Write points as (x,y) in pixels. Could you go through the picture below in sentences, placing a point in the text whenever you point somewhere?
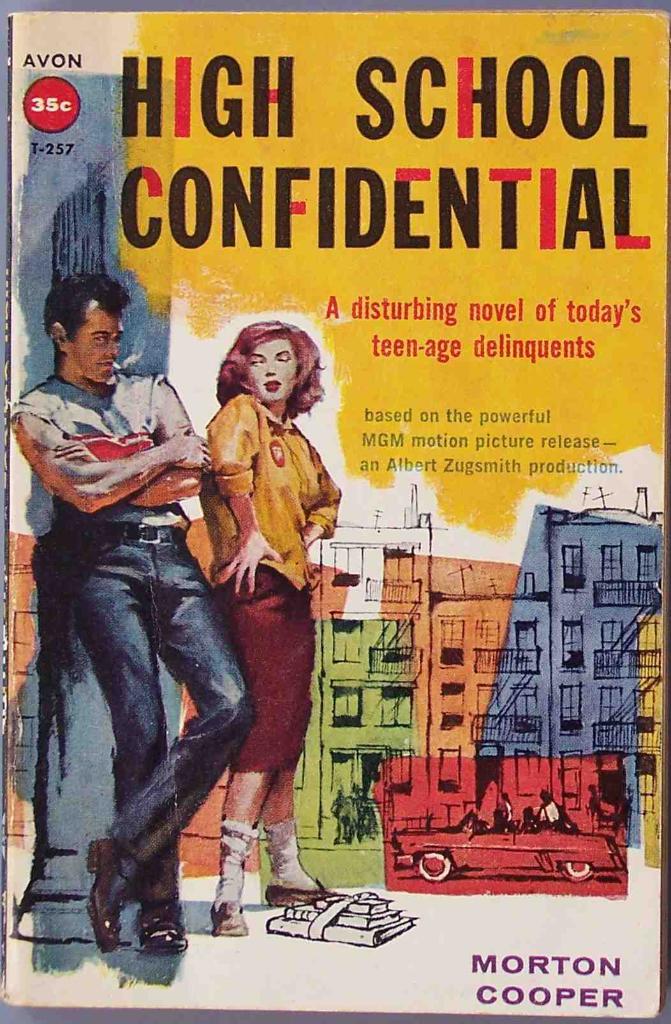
This image contains a poster (360,446). Two people (185,495) are standing. Before them there are few books (393,921). Left side (73,266) there is a pillar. Right side (539,839) there is a vehicle (542,831). People (537,821) are sitting in the vehicle (544,829). Background (605,688) there are buildings (612,641). Top of the image (252,132) there is some text (386,121).
